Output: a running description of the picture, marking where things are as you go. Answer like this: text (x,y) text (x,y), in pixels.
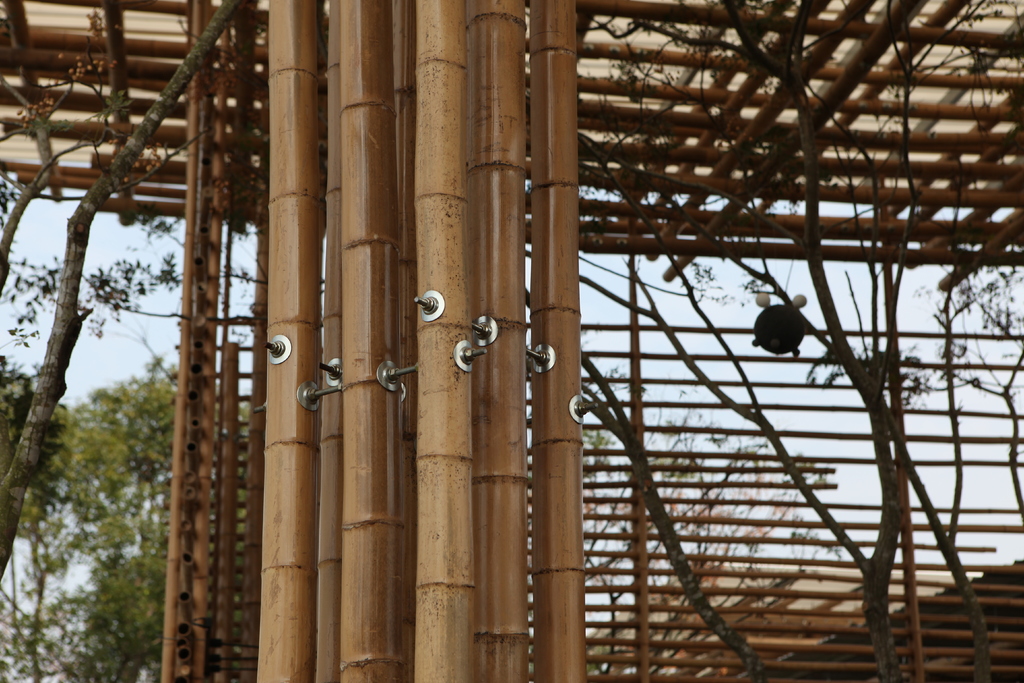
In this image, in the middle (509,357), we can see a wood pole (526,518). On the right side (1001,508), we can see wood grill (994,463), outside of the wood grill (798,458), we can see some trees (893,317). On the left side (123,394), we can see some trees (55,362). At the top (87,80), we can see a wood roof (990,115) and some plants (873,183).
